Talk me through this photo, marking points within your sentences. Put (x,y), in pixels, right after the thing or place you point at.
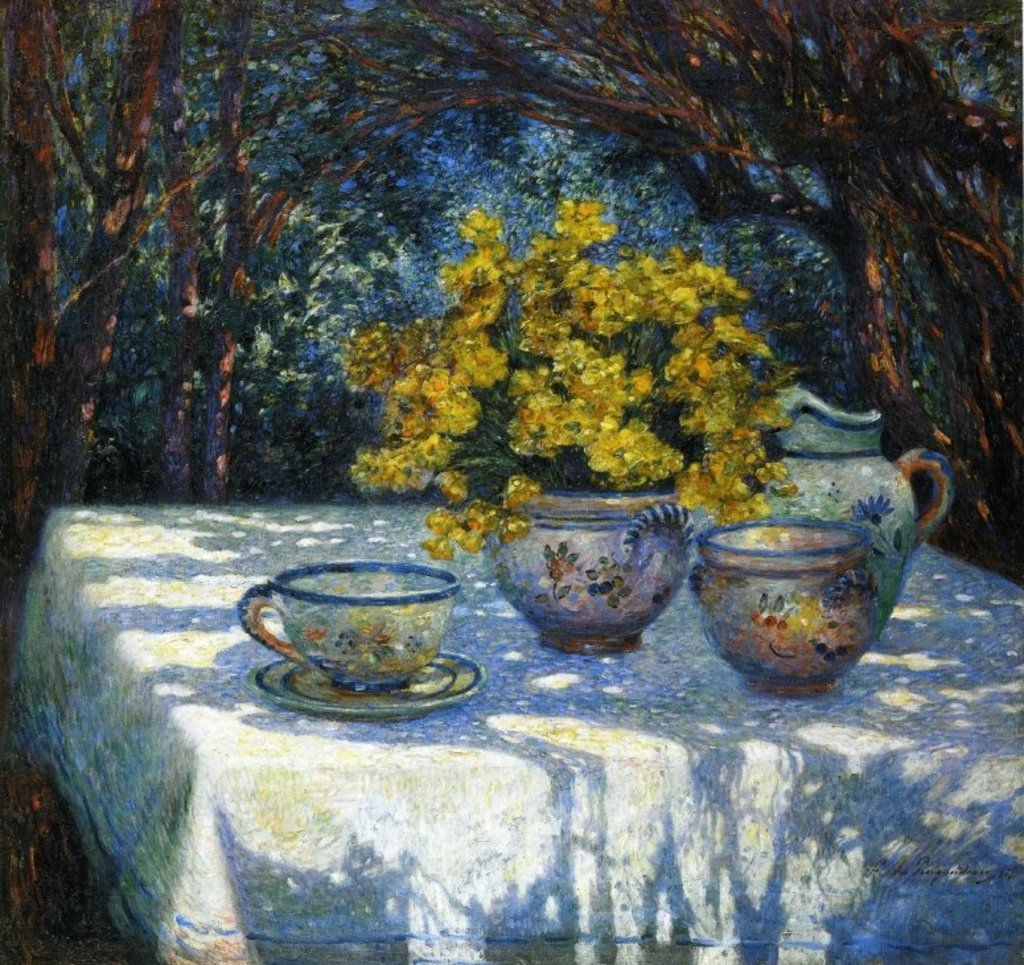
In this picture I can see a painting (507,528) of a flower vase (613,322), jugs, a cup (332,577) and a saucer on the table (74,540), and there are trees (495,86).
